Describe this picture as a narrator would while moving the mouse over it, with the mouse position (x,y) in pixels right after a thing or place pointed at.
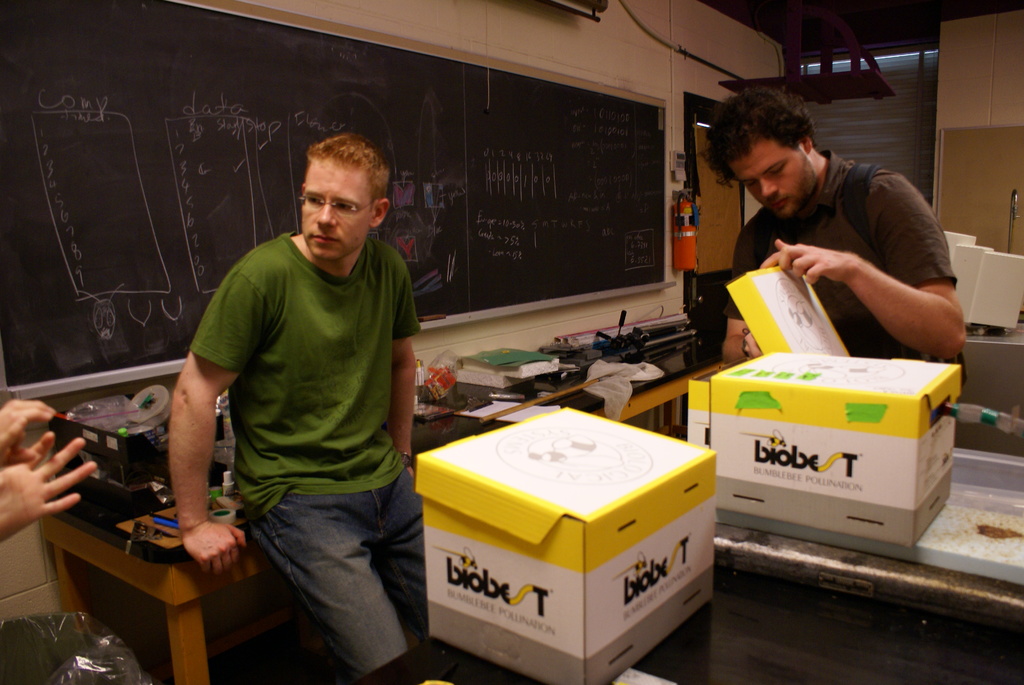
In this image, there are a few people (869,188). We can see some tables (254,554) with objects (569,364). We can see the wall (658,60) with some objects (651,37) like a board (652,127), a fire extinguisher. We can also see some cardboard boxes (797,409) and white colored objects (970,291). We can also see some cover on the bottom left corner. We can see an object (856,94) attached to the roof (831,0).
